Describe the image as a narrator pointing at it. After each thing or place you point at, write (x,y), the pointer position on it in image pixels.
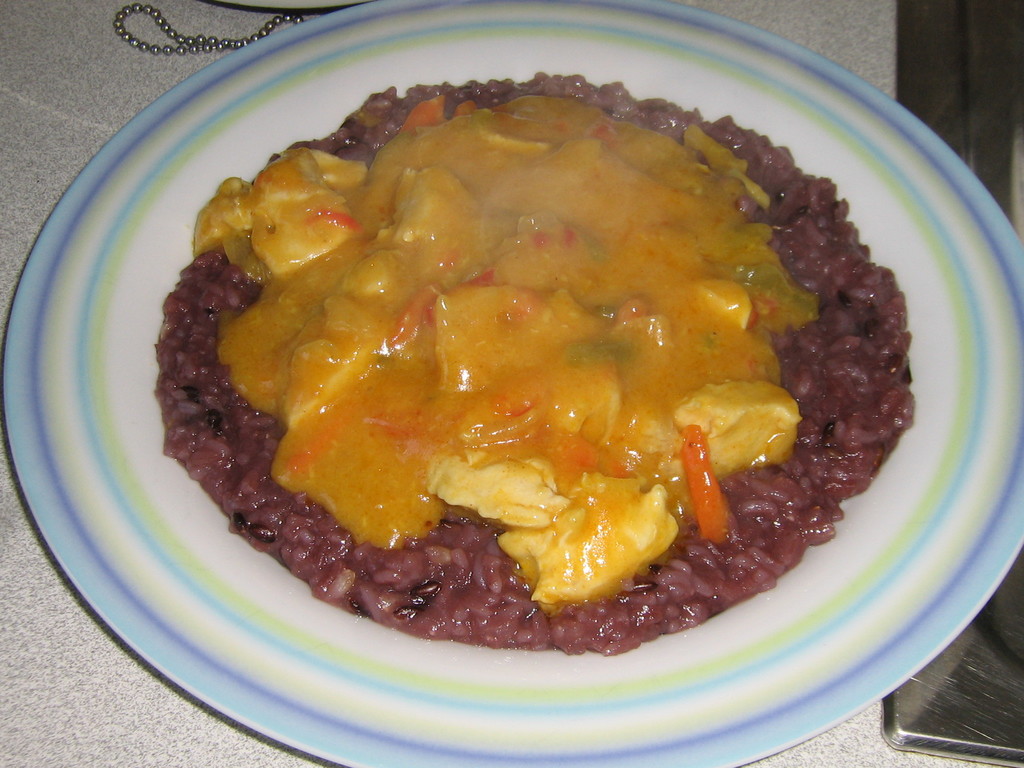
In the image there is some cooked food item (398,396) served on a plate (217,564).
